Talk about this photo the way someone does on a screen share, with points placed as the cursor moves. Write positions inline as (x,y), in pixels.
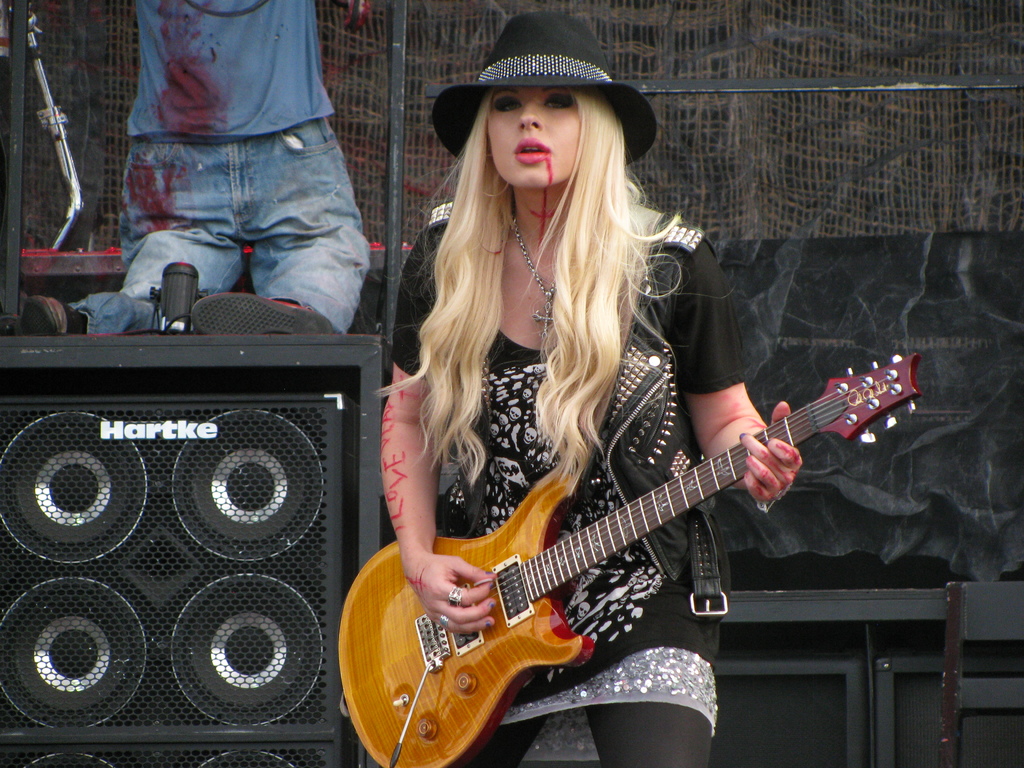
In this image there is a girl (680,407) who is playing the guitar (444,716) with a hat (539,49) on her head (597,100). There is a chain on her neck (531,212). At the background (180,520) there are speakers (195,493), net (369,89) and a man (253,95).
